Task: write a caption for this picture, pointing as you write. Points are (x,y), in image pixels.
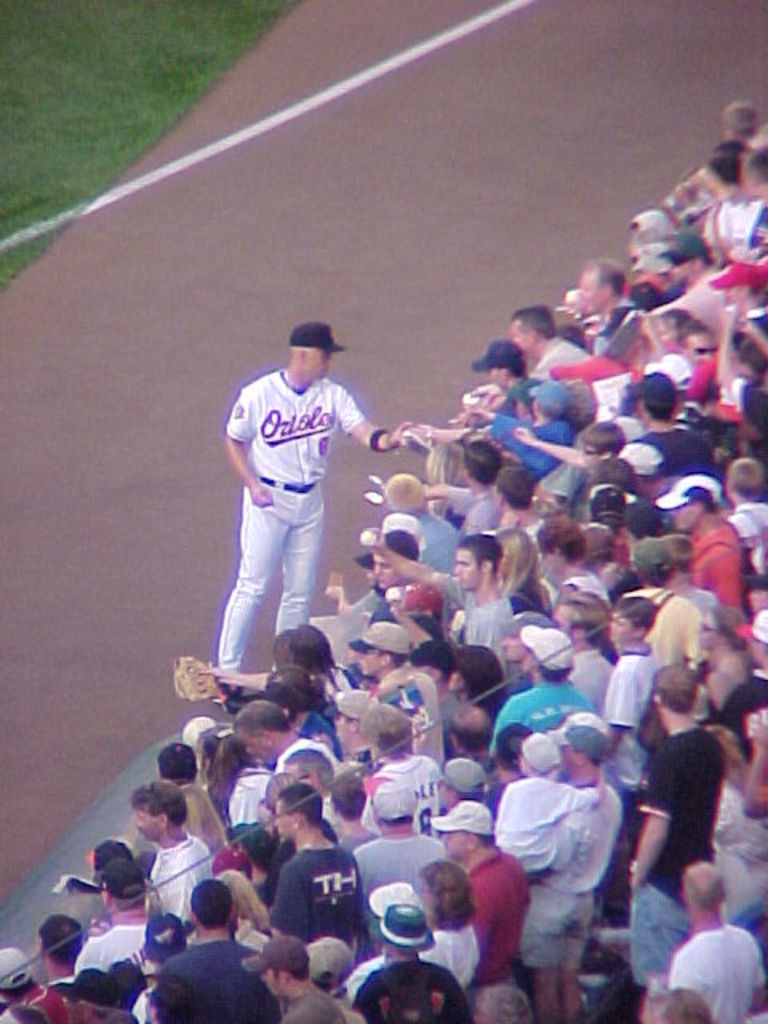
Here we can see crowd (491,435). In-front of this crowd (457,596) a person (261,495) is standing and wore cap (300,332). Left side (52,155) corner of the image we can see grass (104,106).
